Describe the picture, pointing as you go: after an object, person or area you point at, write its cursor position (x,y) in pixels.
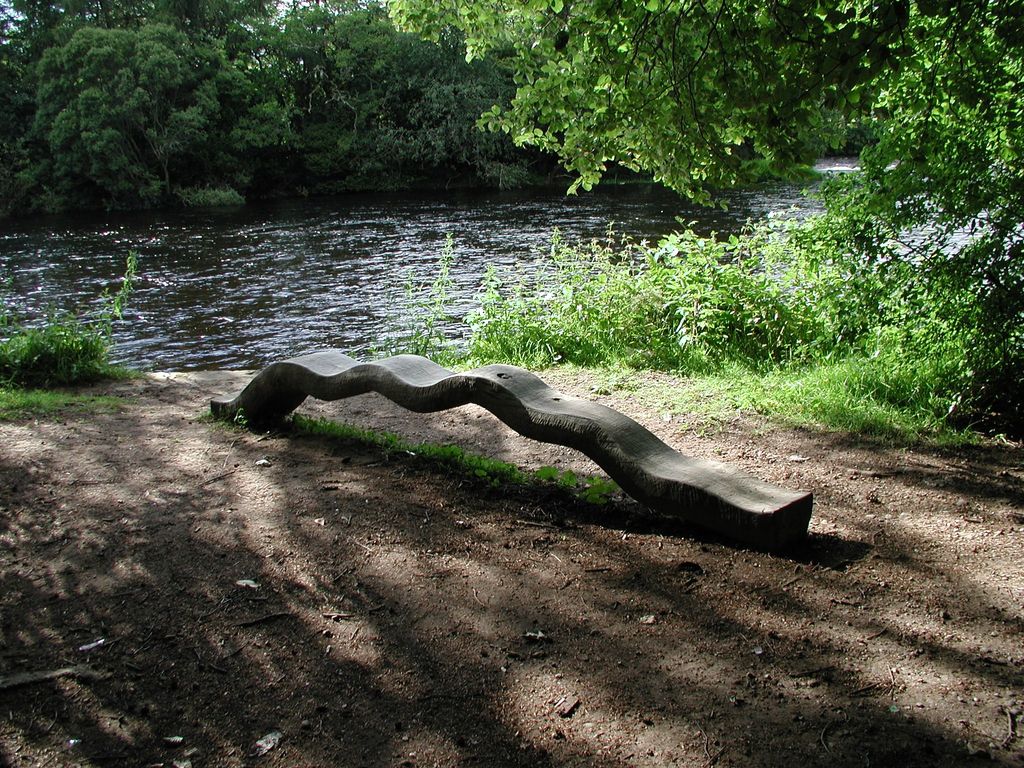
In this image, we can see a canal (451,216) in between trees (509,53). There are some plants (783,286) and bench (506,395) in the middle of the image (499,414).
